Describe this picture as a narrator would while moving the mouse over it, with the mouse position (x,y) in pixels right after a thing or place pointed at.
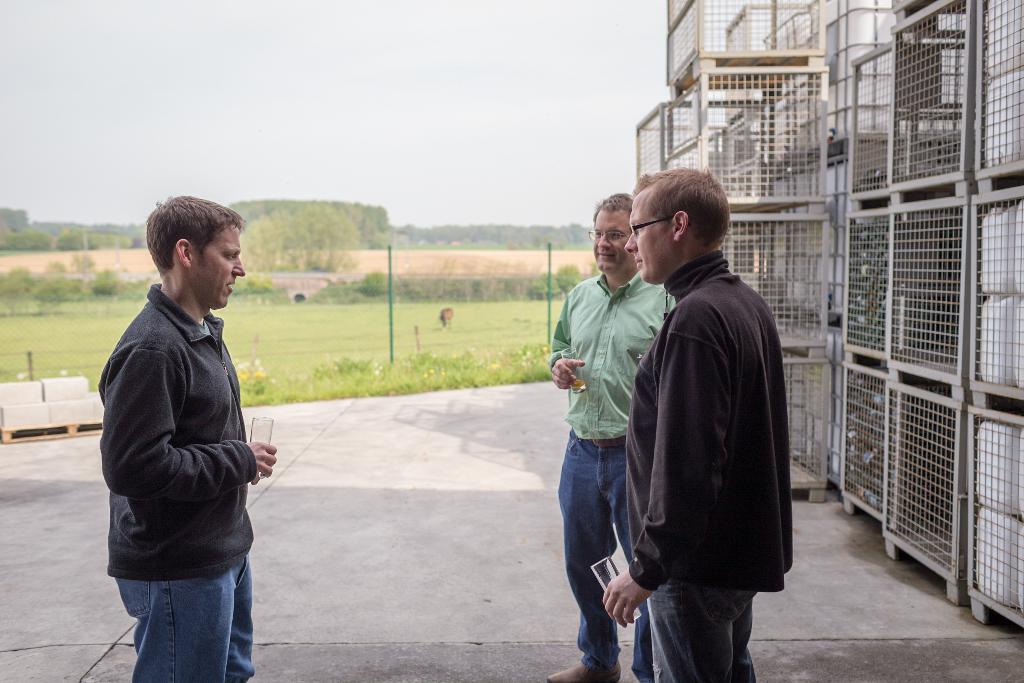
On the left side (139,456), there is a person (158,516) in a gray color jacket (191,434), holding a glass (265,430), standing and speaking. On the right side (766,469), there are two persons (671,272) in different color dresses (605,389), wearing spectacles (638,230), holding glasses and standing, and there are cages (968,503) arranged. In the background (276,283), there is a fence (520,260), there are trees (300,215), plants (272,295) and grass (125,307) on the ground (125,307) and there are clouds (423,110) in the sky (278,90).
